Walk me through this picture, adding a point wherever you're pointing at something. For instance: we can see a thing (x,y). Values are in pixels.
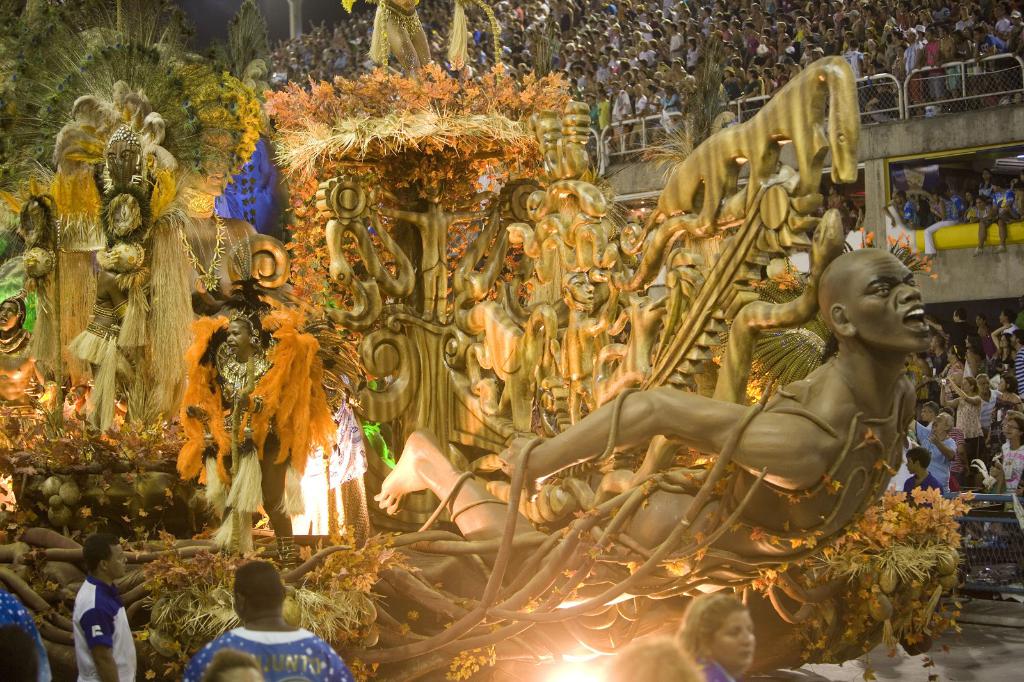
In this image we can see people (241,466) standing on the float (515,611). There are carvings (843,456) on the float (557,150). There are people (230,411) wearing costumes (264,400). In the background (599,86) there is crowd (631,62) and we can see a fence (989,89).
